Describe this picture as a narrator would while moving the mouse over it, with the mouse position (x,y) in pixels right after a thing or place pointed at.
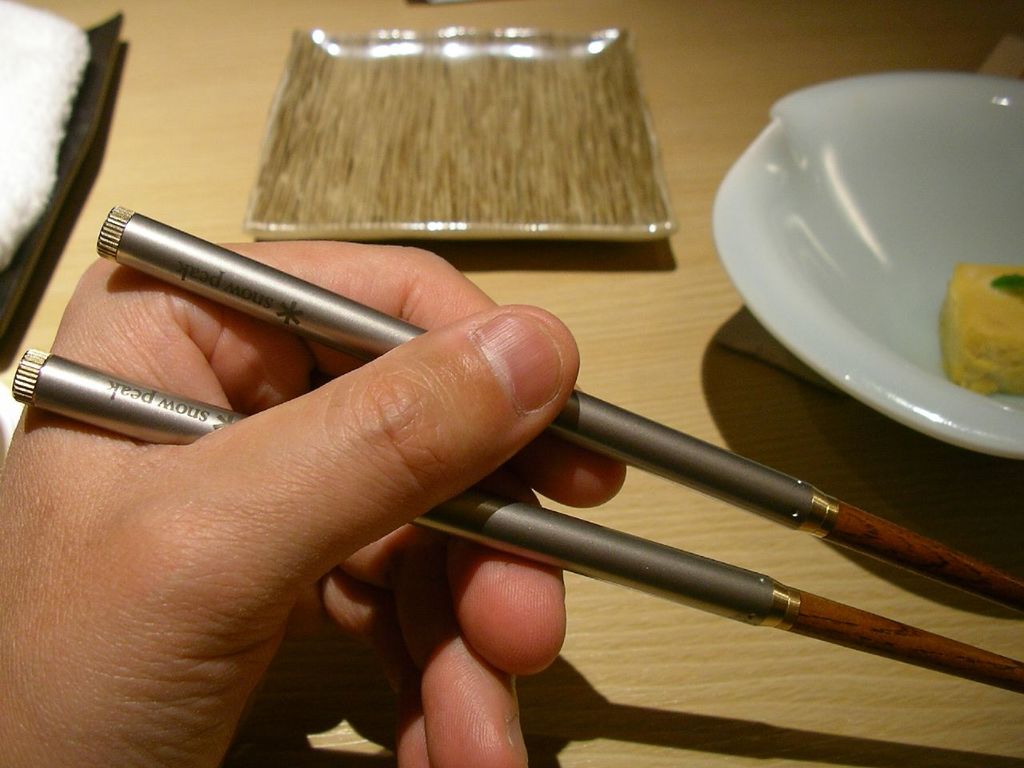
In the foreground of this picture (102,613) we can see the hand (108,533) of a person (101,616) holding the chopsticks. In the background (601,256) we can see a wooden table (723,384) on the top of which a white color bowl (837,283) containing food item (990,307) and some other objects (472,131) are placed.
